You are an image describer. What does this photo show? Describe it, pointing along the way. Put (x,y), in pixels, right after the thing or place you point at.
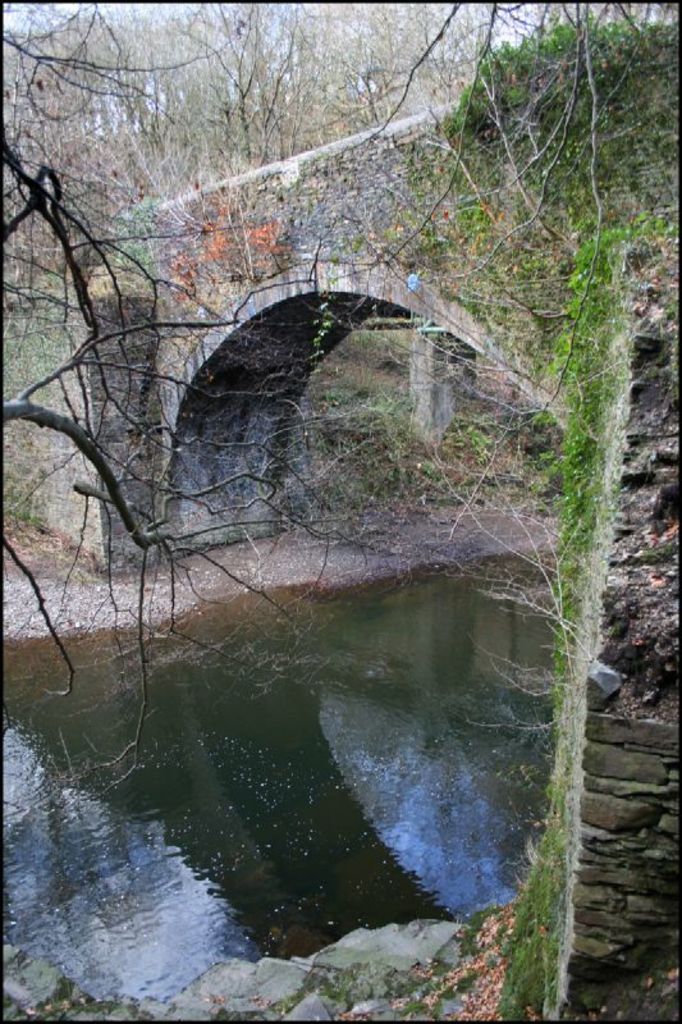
In the image I can see trees (74,249), water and bridge (322,190). The sky (423,15) is in white color.
